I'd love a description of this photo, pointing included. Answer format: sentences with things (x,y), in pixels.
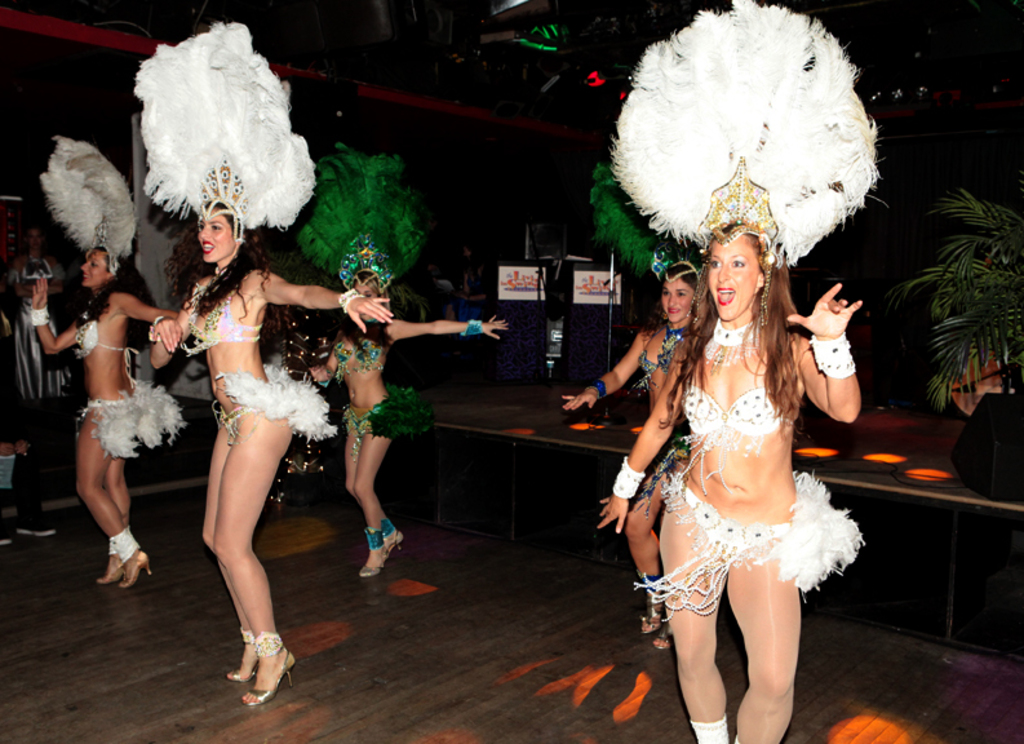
In the picture I can see a group of women (363,421) are wearing costumes (410,396) and dancing on the floor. In the background (1004,329) I can see a plant (1008,363), lights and some other objects (475,411) on the floor (471,398). The background of the image (451,396) is dark.
